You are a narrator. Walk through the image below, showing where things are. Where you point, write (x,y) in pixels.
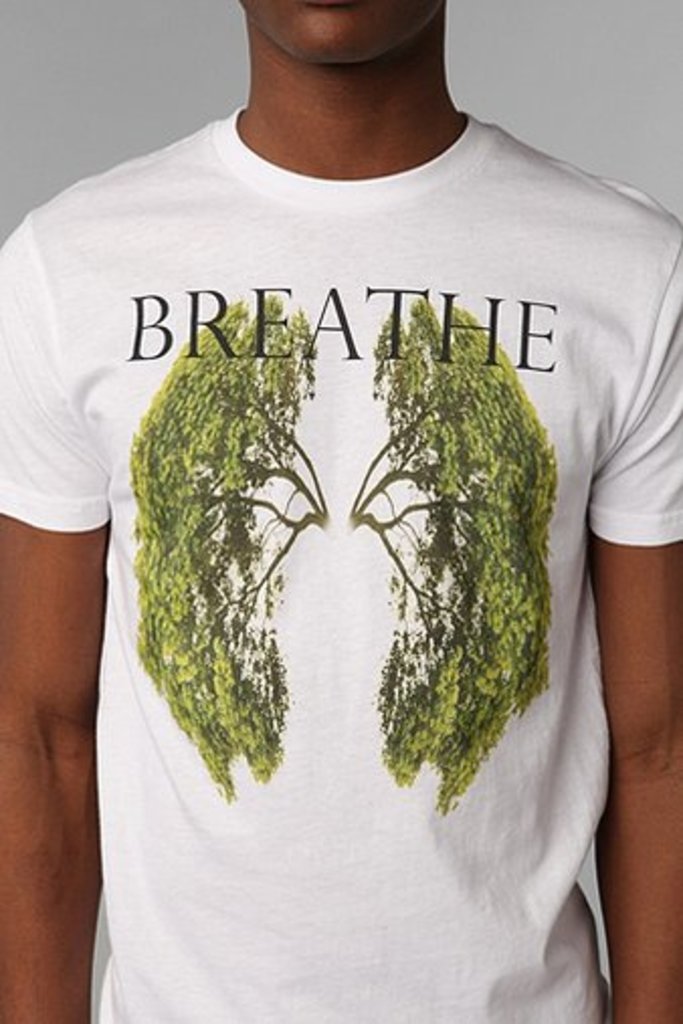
In the center of the image (313,538) there is a person (295,379) wearing white color t-shirt (292,322).
